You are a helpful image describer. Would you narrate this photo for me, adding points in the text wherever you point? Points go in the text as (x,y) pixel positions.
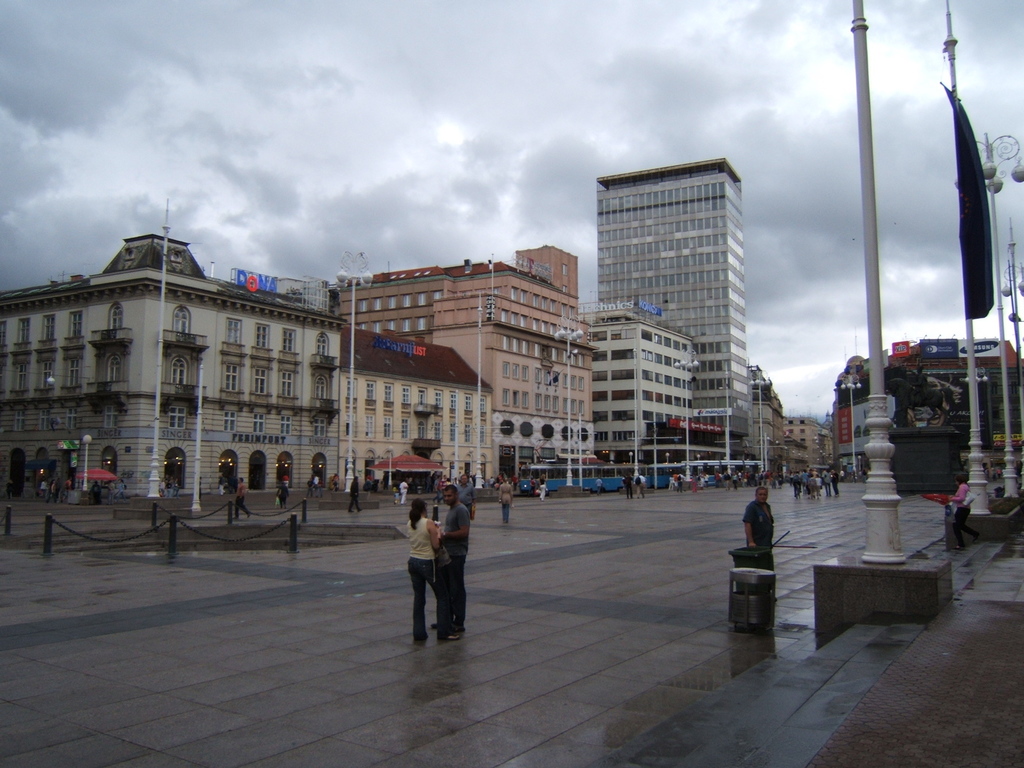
There are persons (454,539) on the road (566,586). On the left side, there are white color poles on the footpath (996,671) near the road (556,601). In the background (742,359), there are buildings (745,347) which are having glass windows (50,325), there is fencing (261,534) and there are clouds (644,72) in the sky (443,127).
